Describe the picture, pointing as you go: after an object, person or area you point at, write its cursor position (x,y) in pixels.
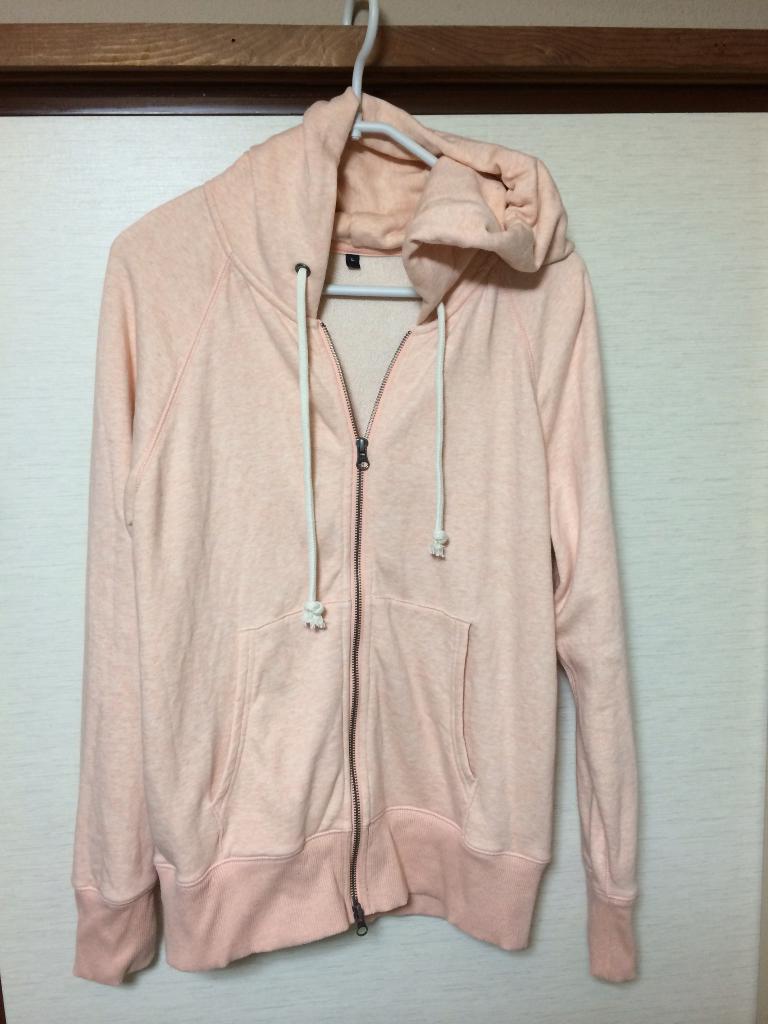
In the image we can see a sweater (323,566), hanged to the hanger (382,293) and the background (687,265) is white in color. This is a wooden sheet (344,57).
